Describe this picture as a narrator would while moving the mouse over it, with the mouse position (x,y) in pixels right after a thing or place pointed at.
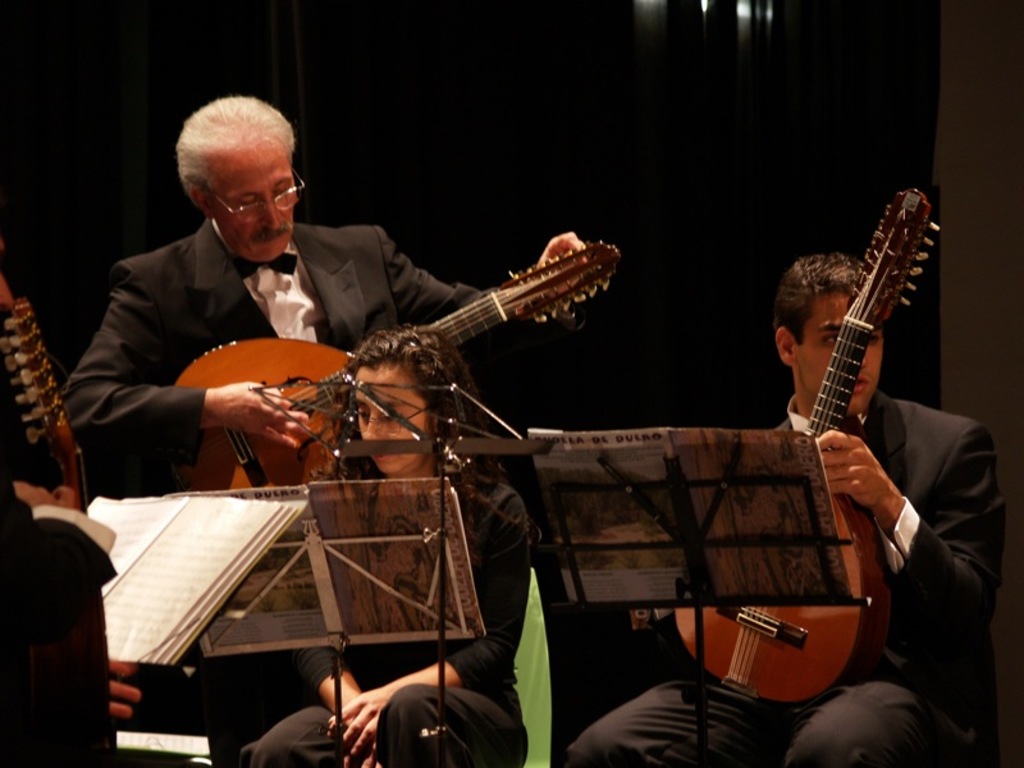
In the image we can see there are people (81,564) who are playing musical instruments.
